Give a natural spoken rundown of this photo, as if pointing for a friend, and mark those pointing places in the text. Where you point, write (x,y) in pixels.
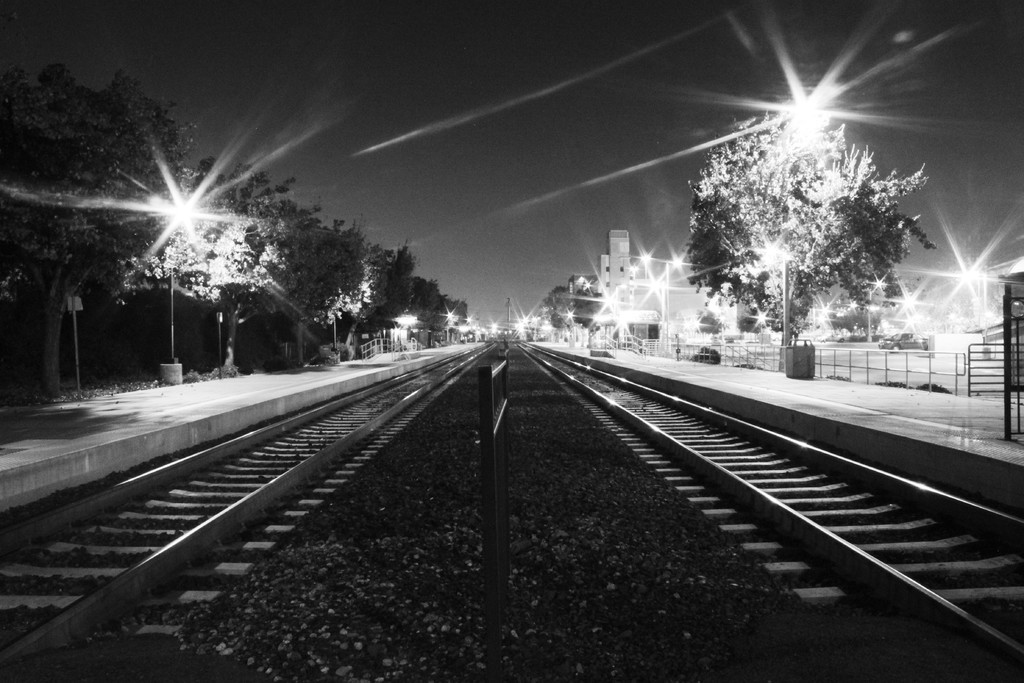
In this image there are railway tracks (346,440) in the center (676,427). On the left side (147,319) there are trees (423,309) and poles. On the right side (793,326) there are trees (584,301), poles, there is a fence (881,365) and there are buildings (618,289) and there is a vehicle (897,342). In the front (488,451) there is a board (486,450) which is visible and on the ground (464,543) there are stones (539,553).
